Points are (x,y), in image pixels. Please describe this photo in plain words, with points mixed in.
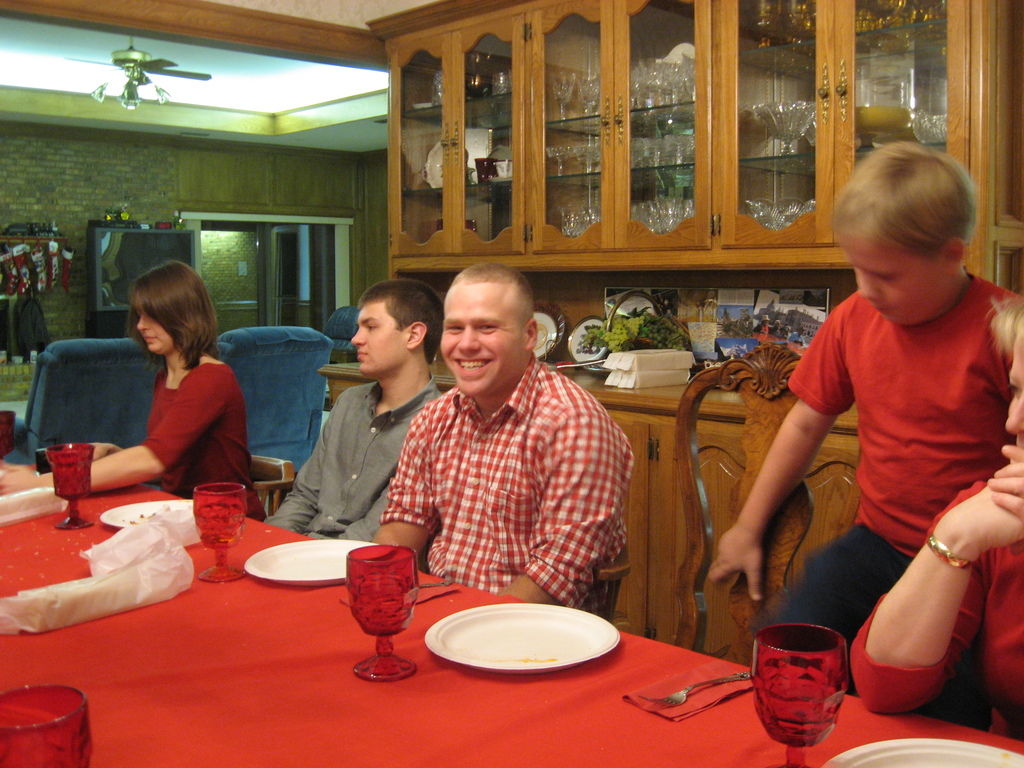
It is a home (336,240). We can see few people (186,270) sitting on chairs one woman (173,271) two man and child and one person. In the background (378,249) we can find cupboard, wall (352,192) and television (117,274) and ceiling fan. We can find some things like plates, glasses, tissues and some things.
